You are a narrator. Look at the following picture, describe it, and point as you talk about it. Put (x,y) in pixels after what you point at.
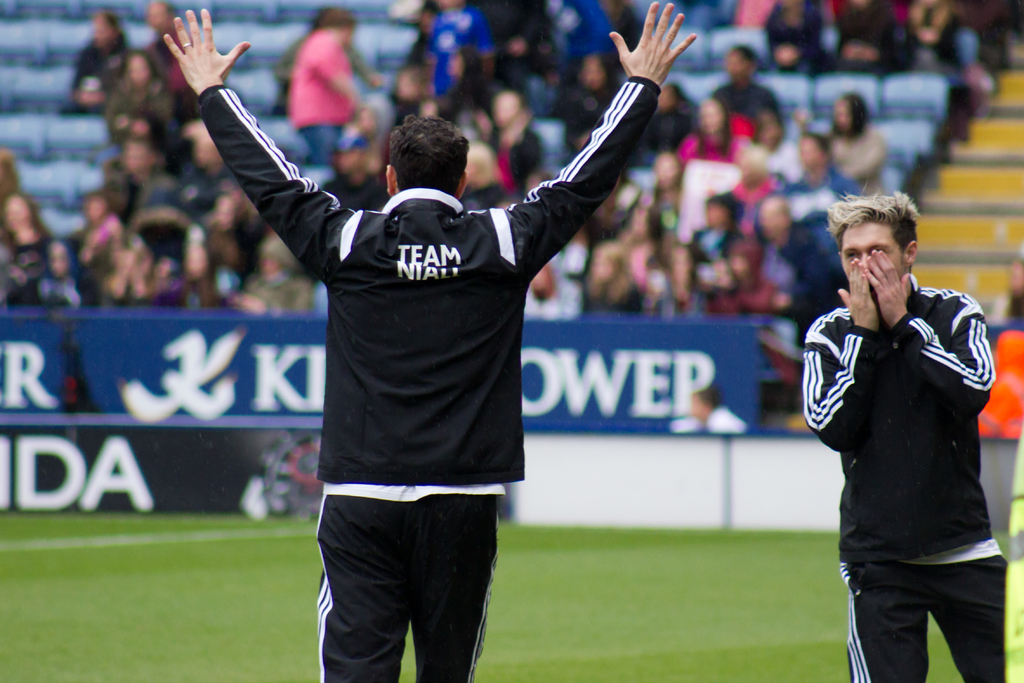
On the left side (295,236), there is a person (414,564) in a black color t-shirt (423,319), stretching both hands (187,49) up, on the ground (161,660) on which there is grass (512,602). On the right side (919,632), there is a person (949,473), covering his face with his both hands (893,279). In the background (757,309), there are persons (761,305), some of them are sitting on the chairs (244,6), which are arranged.
